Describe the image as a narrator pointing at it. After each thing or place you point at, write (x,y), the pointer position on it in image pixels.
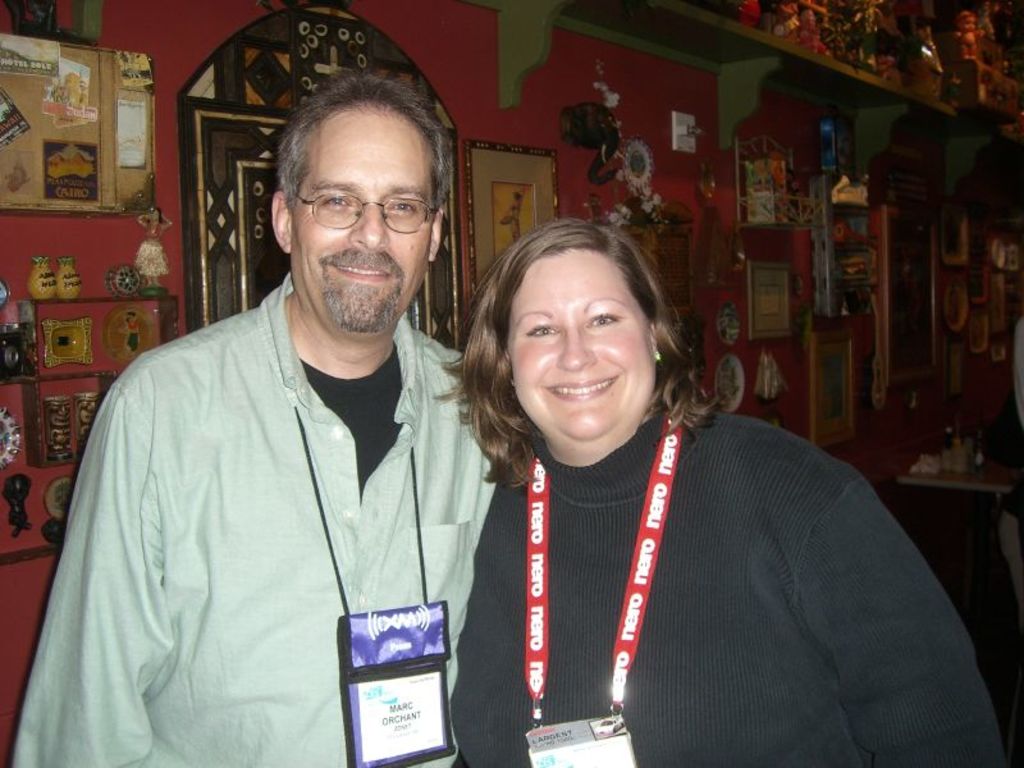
In this image I can see two people (304,554) with green and black color dresses (427,588). In the background (56,491) I can see few objects (53,354) on the shelves (27,428). I can see the frames (472,279), boards (679,286) and many objects (744,196) are attached to the wall (757,259). At the top (965,66) I can see the few more objects (871,54) on the shelf (806,76).
